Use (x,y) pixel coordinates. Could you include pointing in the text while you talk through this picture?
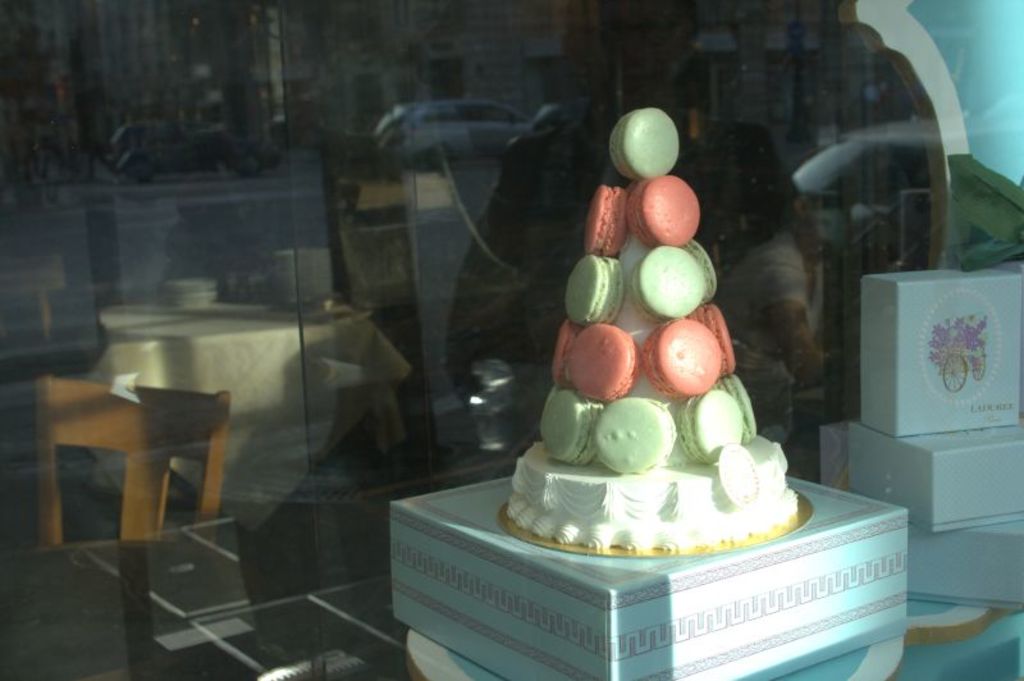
There is a cake (629,253) on a box (602,577). Beside it there are few more boxes (968,486) on a table (881,661). On the background (237,346) there is a glass wall (312,107).
